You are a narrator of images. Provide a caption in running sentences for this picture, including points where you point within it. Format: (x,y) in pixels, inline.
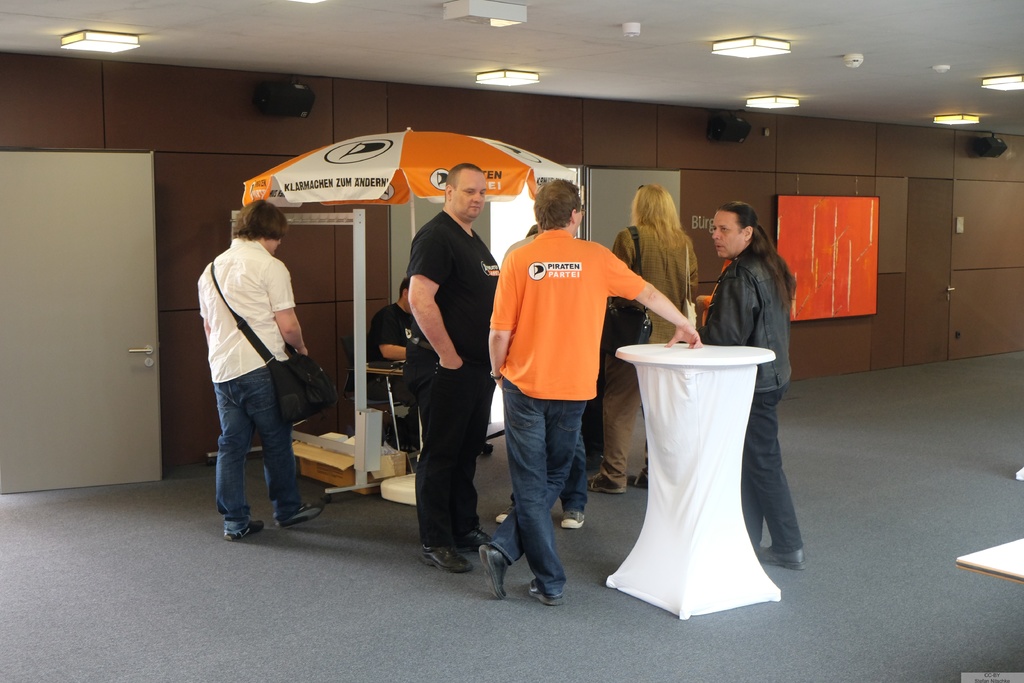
This image is clicked inside a room (348,239). There are lights (74,47) at the top (518,79). There is a door (142,295) on the left side (160,367). There is a table (697,461) in the middle (651,442). There are some persons (272,290) in the middle (430,280). There is something like an umbrella (371,193) in the middle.
